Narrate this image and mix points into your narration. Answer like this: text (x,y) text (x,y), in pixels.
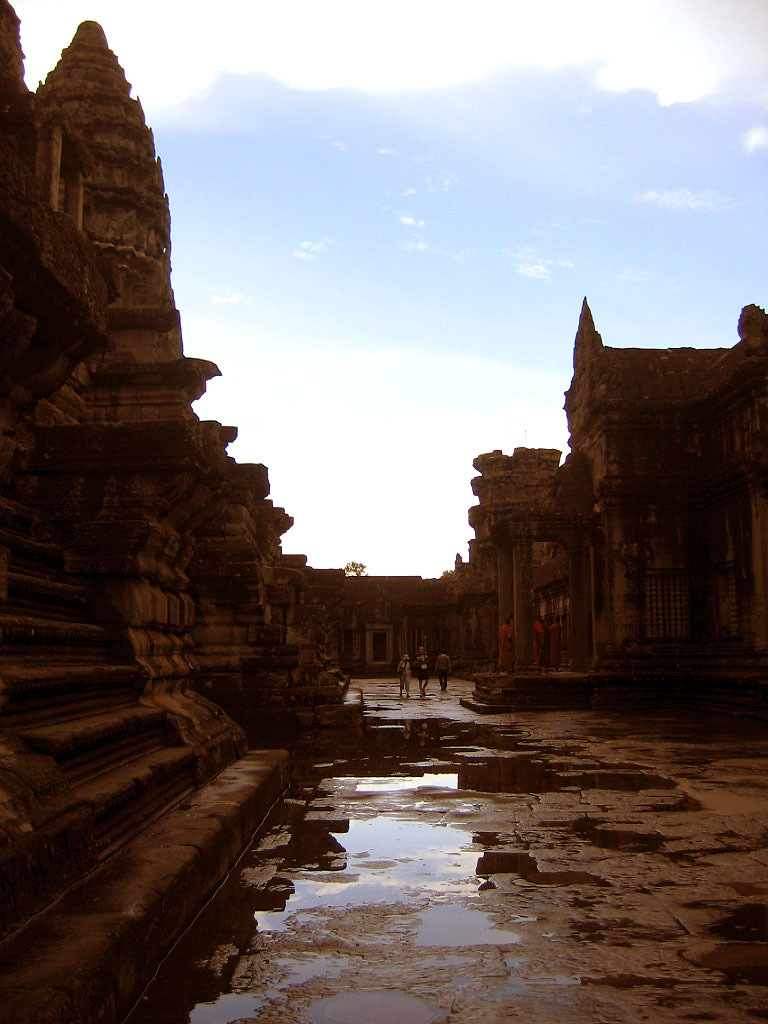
This is an outside view. Here I can see few buildings (441,626). At the bottom (385,839), I can see the water (341,970) on the ground (563,945). In the background (428,665) few people (428,665) are walking on the ground (438,718). At the top (415,132), I can see the sky (503,126) and clouds (441,37).
